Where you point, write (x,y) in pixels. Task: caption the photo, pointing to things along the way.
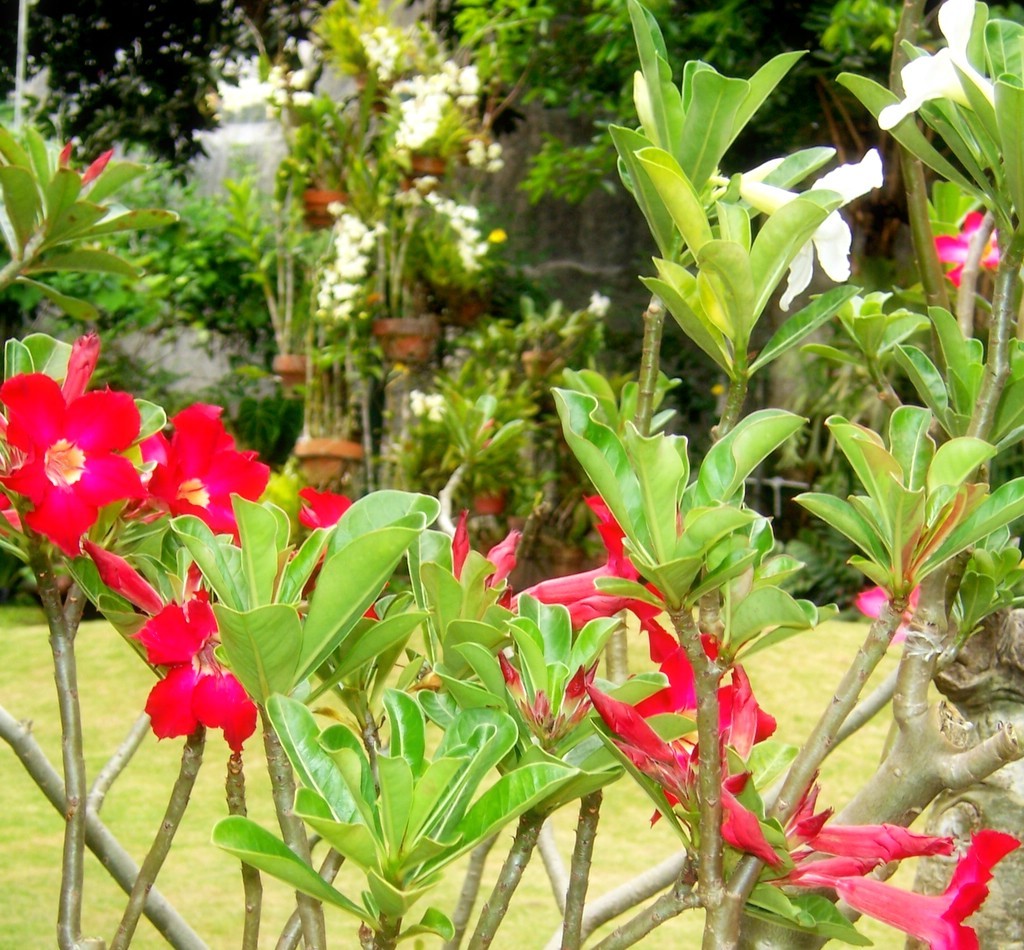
In this image there is a plant (946,443) and we can see flowers (151,602). In the background (174,314) there are trees (147,194).
